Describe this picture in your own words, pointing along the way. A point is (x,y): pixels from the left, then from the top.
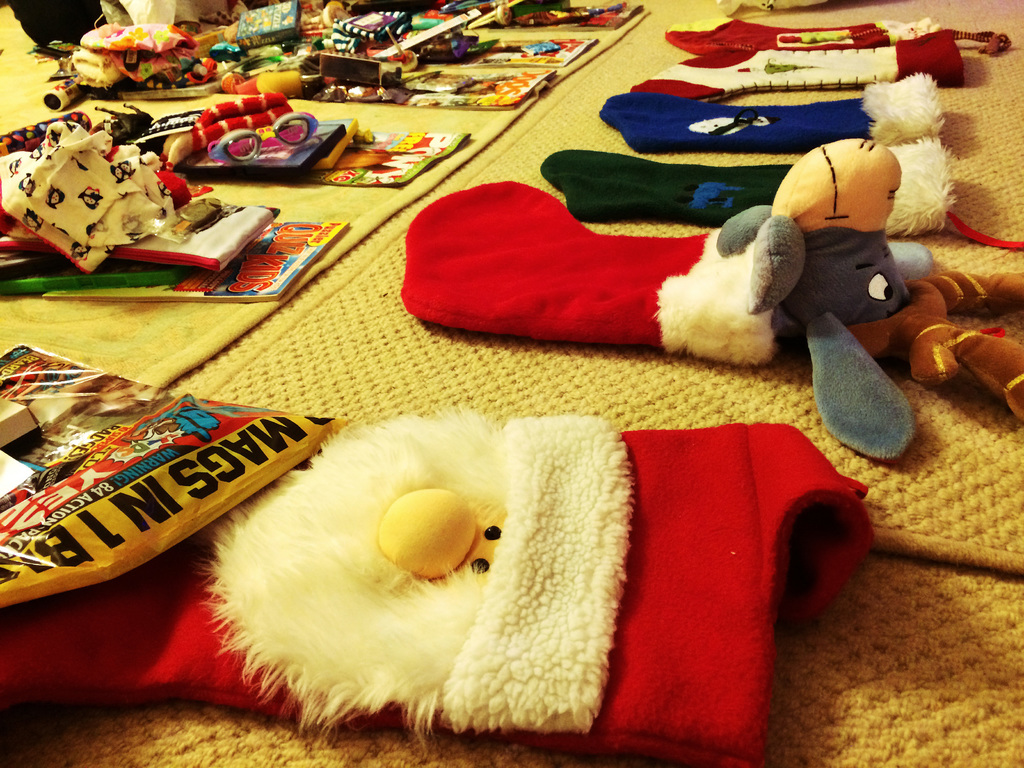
This picture shows few christmas socks (599,303) and a soft toy (863,338). We see few clothes (231,132), Gifts (266,98) on the floor (664,17) and we see carpets (958,577) on the floor (604,77).
